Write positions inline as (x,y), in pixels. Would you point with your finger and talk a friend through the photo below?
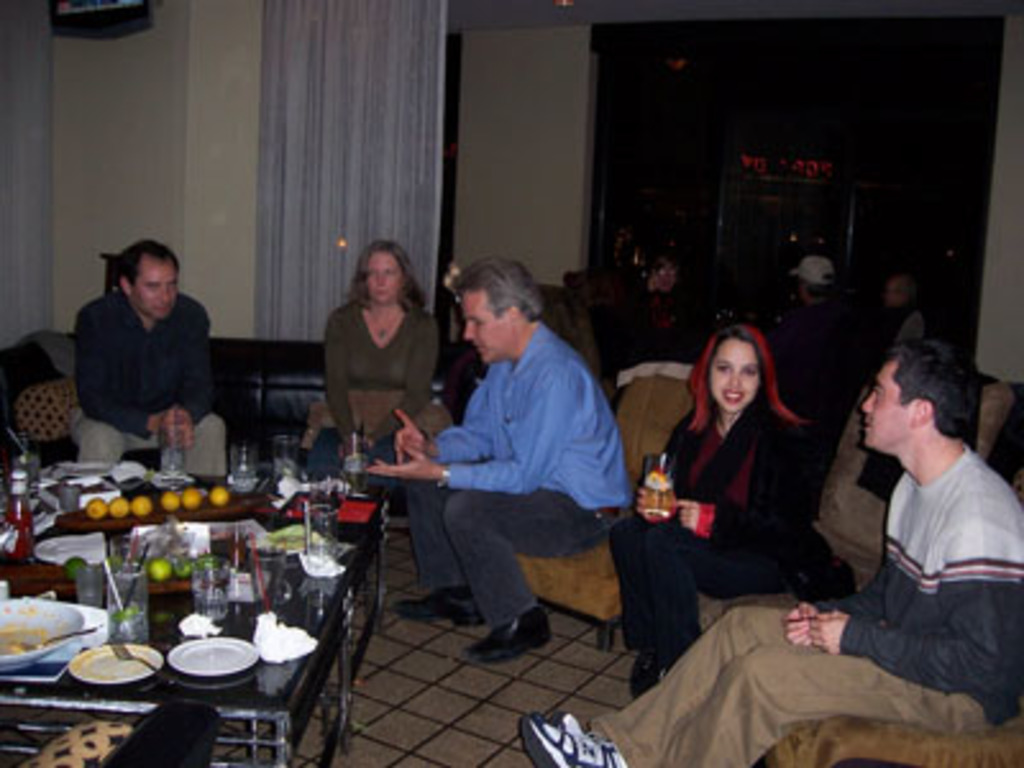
The image is inside the room (365,706). In the image there are group of people (523,437) who are sitting couch (620,580) in front of a table (355,513). On table (222,566) we can see a glass (202,572), plate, fork (123,651), spoon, bottle (26,519), fruits (117,511) and background (115,151) there is a wall (131,128) which is in cream color and curtains (413,100).
